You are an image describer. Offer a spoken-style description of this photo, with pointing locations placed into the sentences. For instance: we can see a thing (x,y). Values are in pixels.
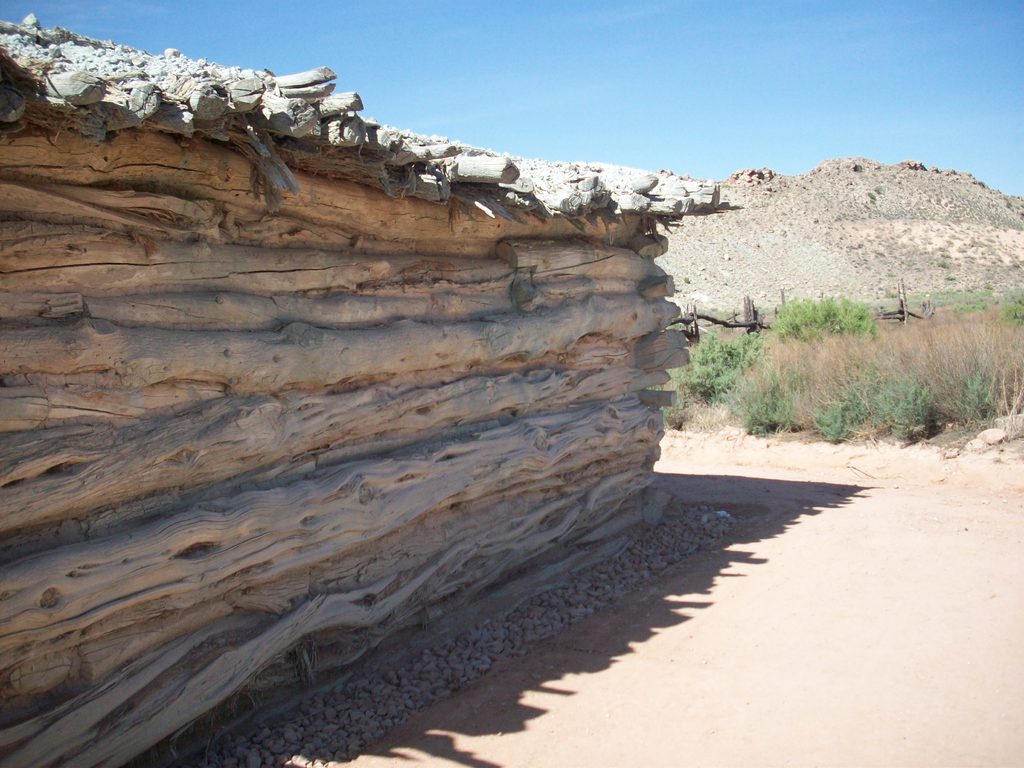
In this picture we can see stones (542,635) and it is like a wooden house (374,409) and behind the house (595,408) there are plants (820,309), hill (842,270) and a sky (790,113).
